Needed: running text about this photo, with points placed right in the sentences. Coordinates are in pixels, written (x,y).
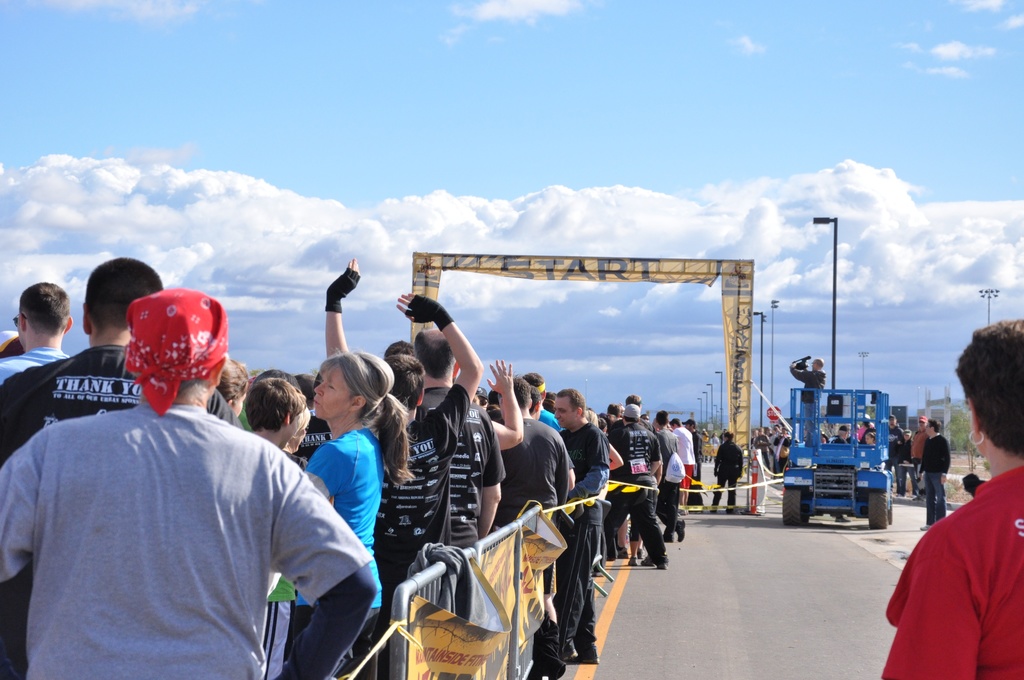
In this image I can see a road (781,621) on the left side (337,510) I can see crowd of people (469,493) and in the middle (633,264) I can see a rope (731,489) and vehicle (802,438) and arch (664,260) street light pole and at the top (524,158) I can see the sky (676,136) and on the right side (968,580) I can see a person (943,529) wearing a red color shirt (987,528).
